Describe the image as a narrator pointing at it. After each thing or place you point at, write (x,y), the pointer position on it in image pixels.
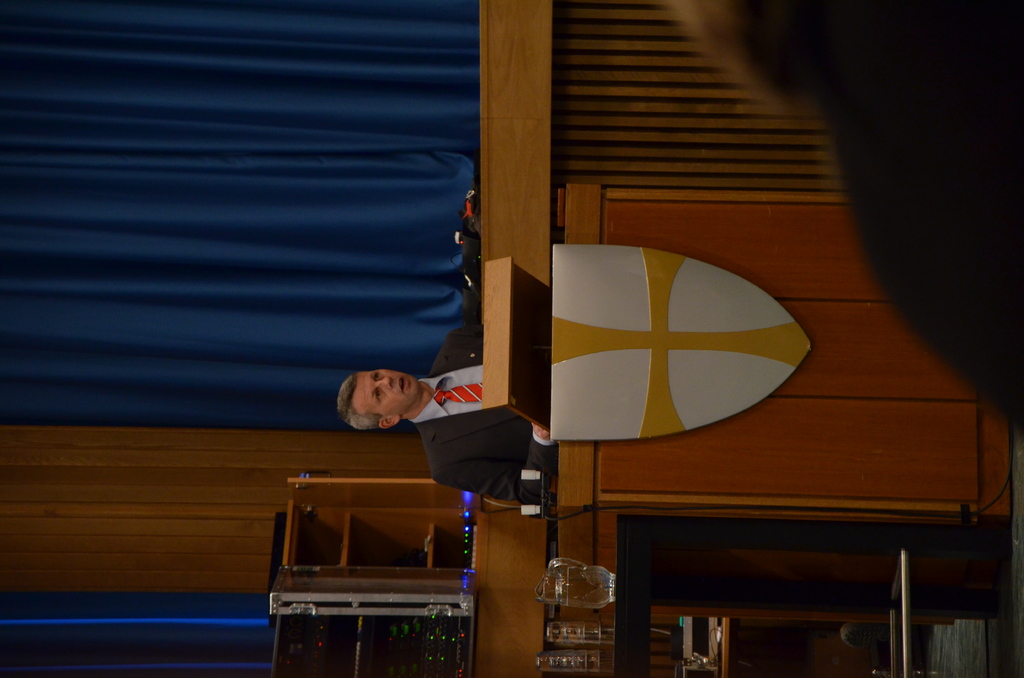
In this image I can see a person (452,440) wearing black blazer (451,430), blue shirt (478,374) and red tie (475,398) is standing in front of a podium (689,342). In the background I can see a glass mug (591,571), the blue colored curtain (269,223) and few other objects (299,599).
